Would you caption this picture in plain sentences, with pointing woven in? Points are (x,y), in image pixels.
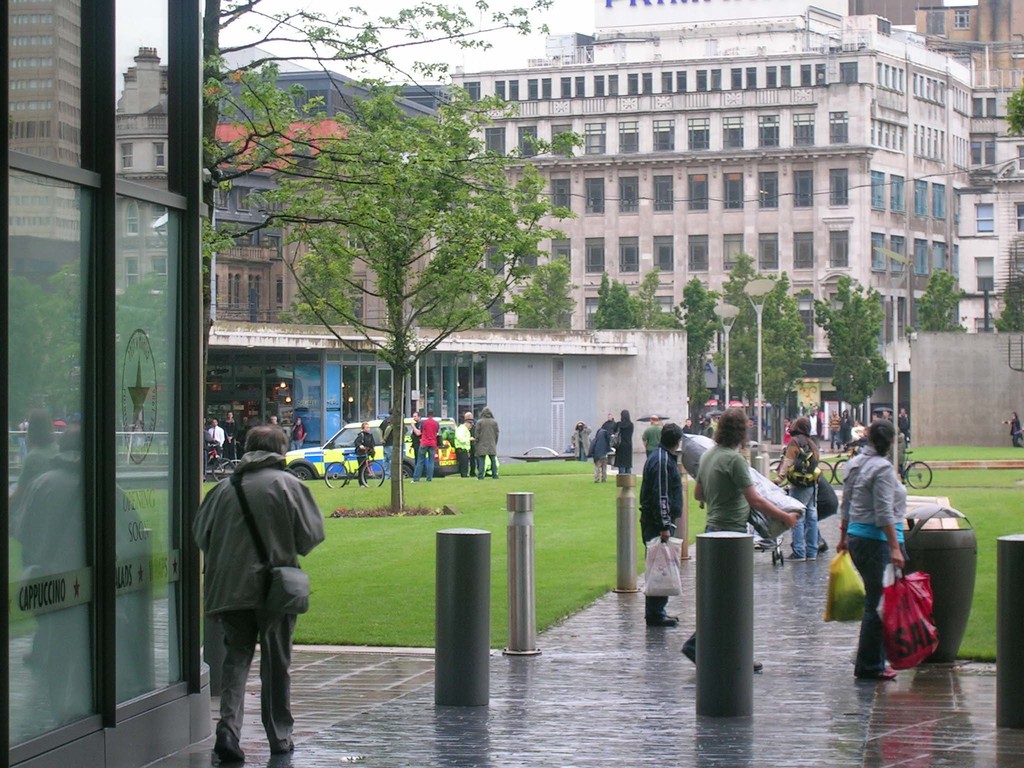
In this image we can see people (887,433), bicycles (380,470) and vehicles (408,439) on the land (674,698). In the background (1003,449), we can see grassy land (970,492), pole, trees (455,316) and buildings (639,48). At the top of the image (449,52), we can see the sky (475,16). There is a grass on the left side of the image (335,496).
